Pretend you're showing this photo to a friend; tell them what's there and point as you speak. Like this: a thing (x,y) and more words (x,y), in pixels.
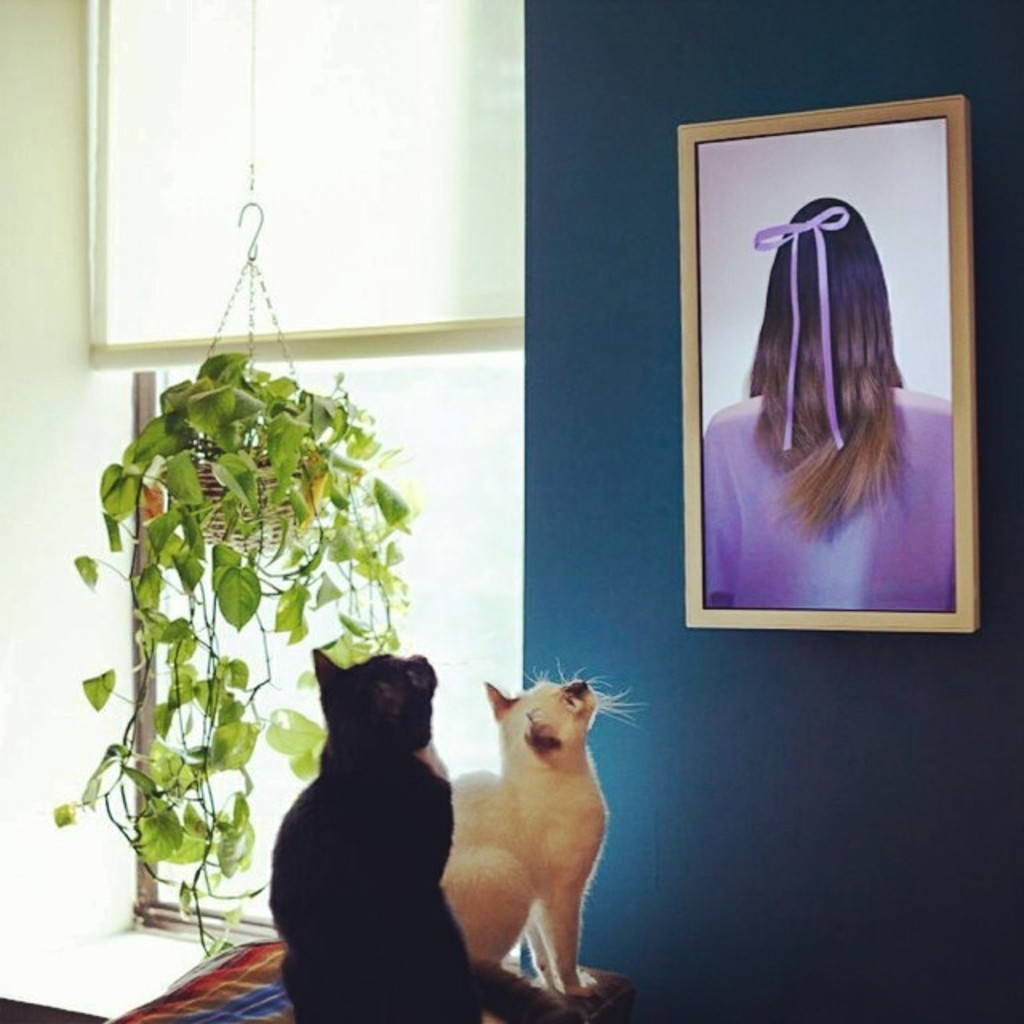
In this picture there are two cats (462,875) which are in black and white color is sitting on a table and looking at a photo frame (851,356) which is attached to the wall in front of them and there is a plant (260,466) attached to a rope (251,172) in the left corner (259,307) and there is a window (313,377) in the background (369,311).
